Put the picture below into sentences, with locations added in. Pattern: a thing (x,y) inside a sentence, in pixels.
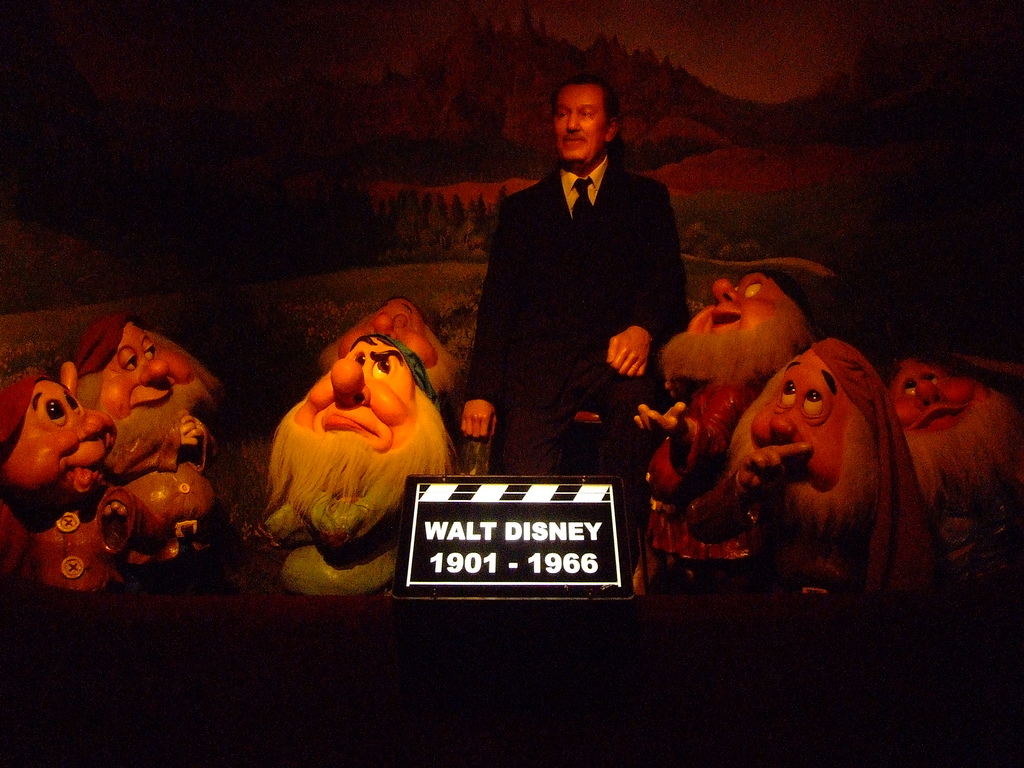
In this picture I can see a board (522,563) with text (576,557) and a man (592,258) is sitting in the middle (553,445). There are dolls (652,489) on either side of this image.
